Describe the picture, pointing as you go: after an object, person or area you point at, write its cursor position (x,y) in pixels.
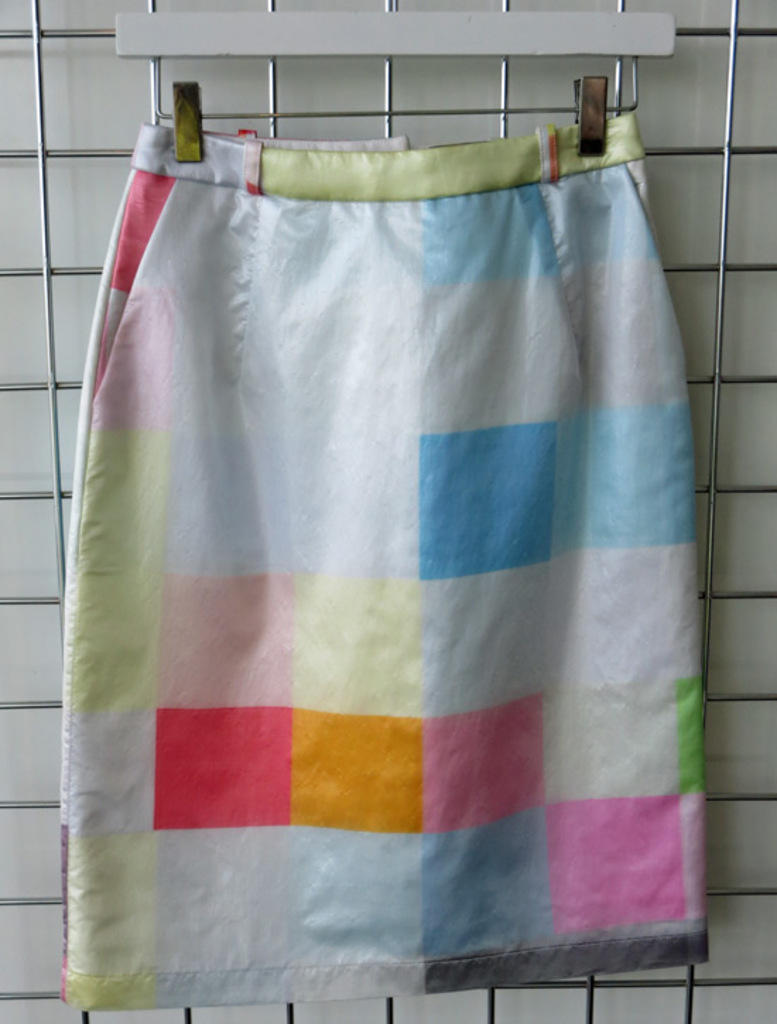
In this image there is a skirt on the grill (10,150).
